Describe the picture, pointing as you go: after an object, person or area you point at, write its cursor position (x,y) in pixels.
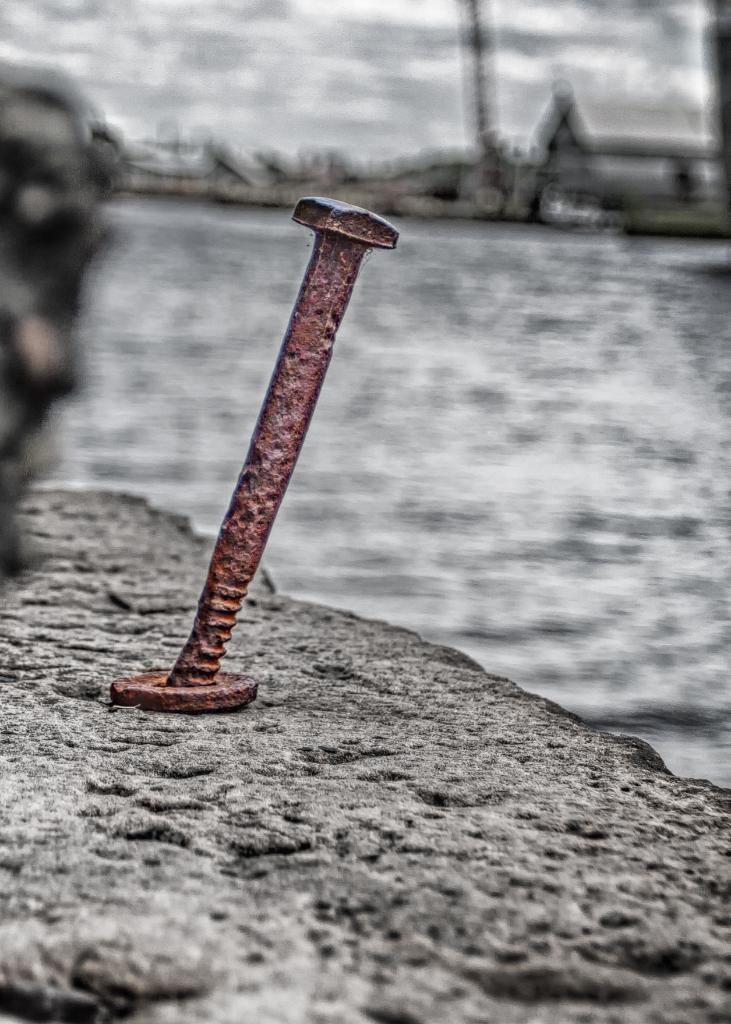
In this picture we can see an iron object (229,589). Behind the iron object (304,333), there is the blurred background (591,480).
